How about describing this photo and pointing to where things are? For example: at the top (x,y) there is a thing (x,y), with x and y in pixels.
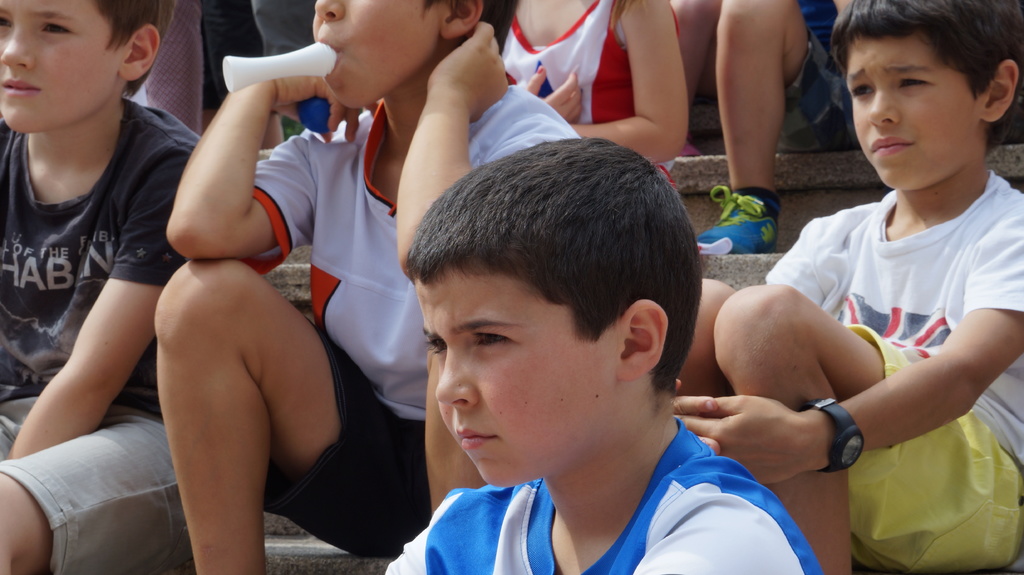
in this image we can see children (549,144) are sitting on the stairs (797,212). One child (584,510) is wearing blue t-shirt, other one is white, third one is wearing white and orange color t-shirt (335,271) and holding horn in his hand (277,94) and the fourth one is wearing black color t-shirt (35,282).
